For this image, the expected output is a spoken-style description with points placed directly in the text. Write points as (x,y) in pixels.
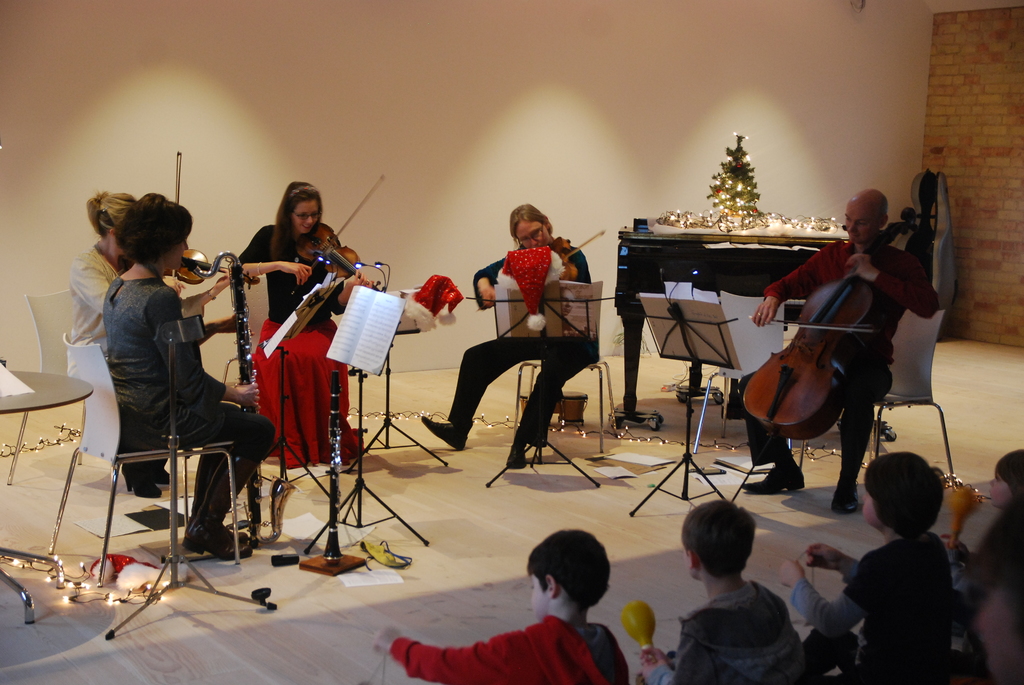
In this picture we can see some persons (866,424) are sitting on the chairs (943,411). They are playing musical instruments (577,250). This is book (362,336). Here we can see some persons (703,667) are sitting on the floor (642,553). There is a table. On the background (563,61) there is a wall (711,86) and this is floor (492,522).
